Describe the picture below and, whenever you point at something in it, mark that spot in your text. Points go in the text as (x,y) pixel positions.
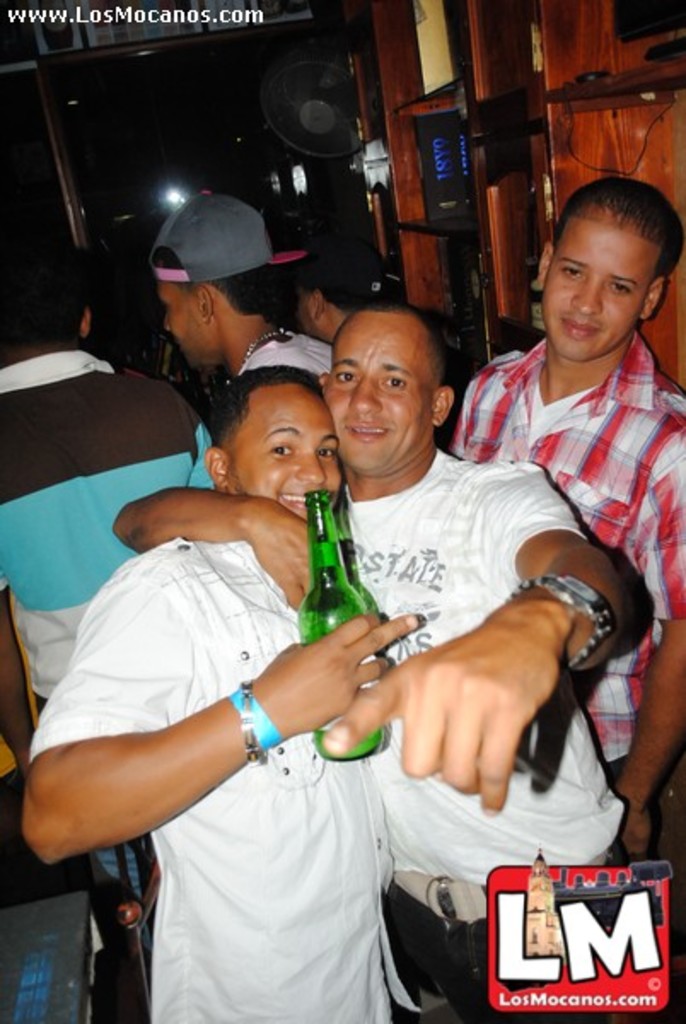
There are many people (291,452) standing. A person (257,617) in white dress (266,752) on the left (177,656) is holding a bottle (332,562). In the background (351,105) there is a fan (350,118), wooden wall (413,132). A person (482,549) in white shirt (506,525) in the right (558,583) is wearing a watch (575,597).
